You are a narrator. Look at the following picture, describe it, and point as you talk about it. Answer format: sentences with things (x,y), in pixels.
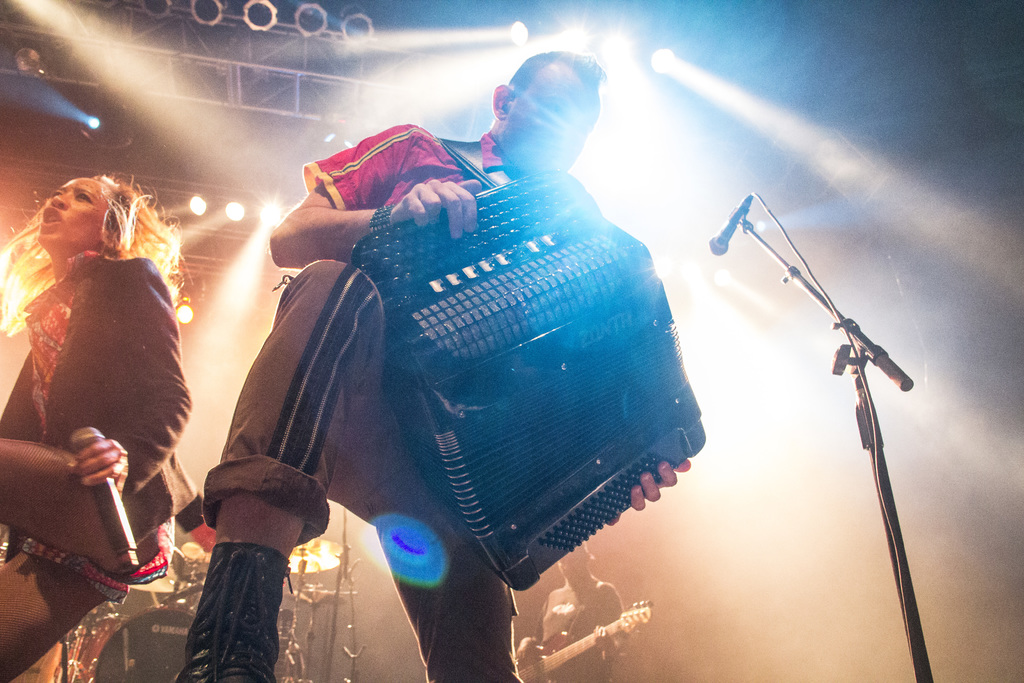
In this image I can see a man (230,471) and a woman (107,330) where he is holding a musical instrument (413,365) and she is holding a mic (119,511). Here I can see one more mic (735,219). In the background (613,585) I can see one more person (587,614) holding a guitar (571,648).
